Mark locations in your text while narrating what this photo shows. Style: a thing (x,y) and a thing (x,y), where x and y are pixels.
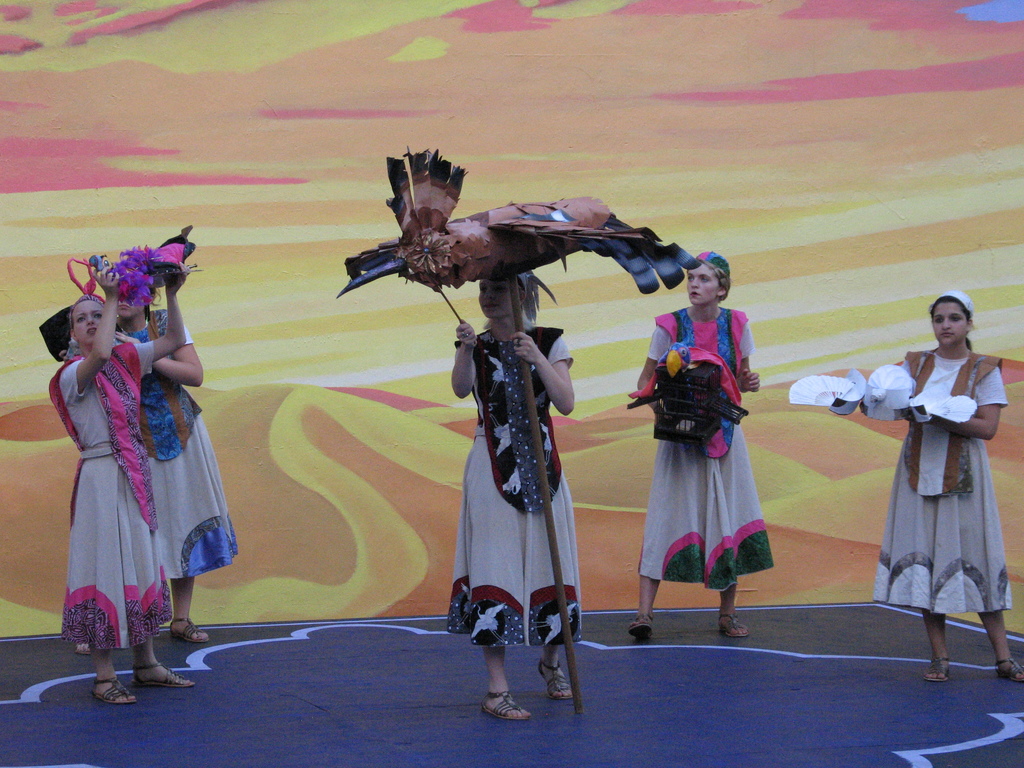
In the image there are a group of women (730,545), they are wearing different costumes (98,620) and holding some objects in their hands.
